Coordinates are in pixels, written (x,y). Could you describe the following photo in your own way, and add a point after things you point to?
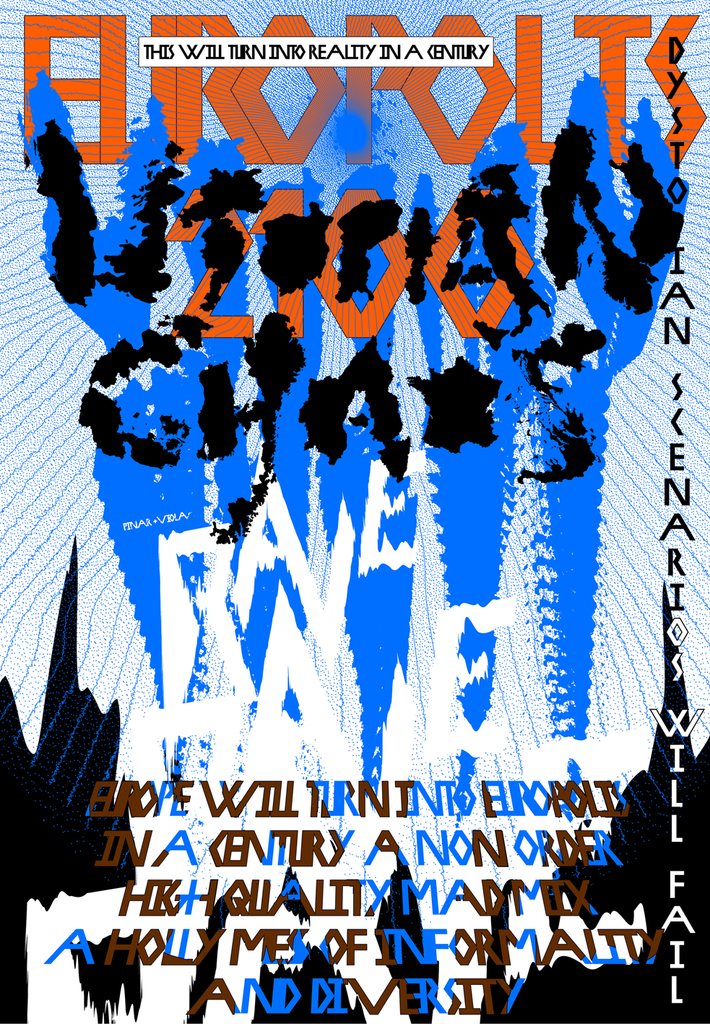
In this image we can see the cover (331,732) of a book (251,524).
